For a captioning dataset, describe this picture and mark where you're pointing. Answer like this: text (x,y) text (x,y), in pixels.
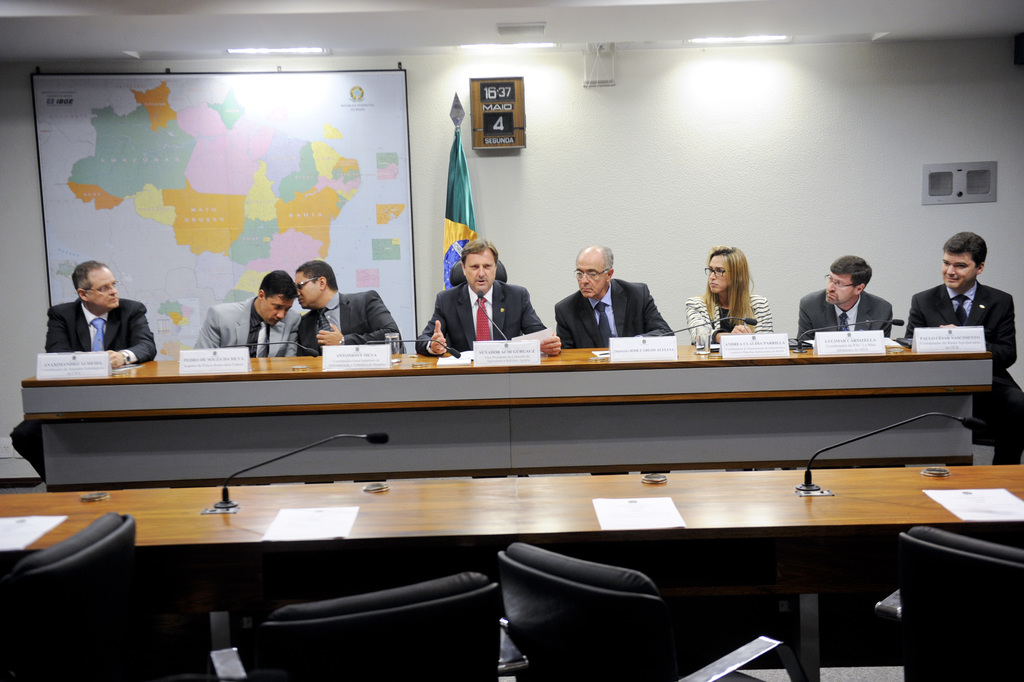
It is a closed room (696,256) where eight people (532,322) are sitting on the chairs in front of the table (600,390) and on the table (130,379) there are name boards (735,343), glasses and mics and behind them there is a flag (446,245) and wall (502,184) with a map of Brazil (357,87) and a calendar box (524,109) on the wall (632,181) and in front of them there is an empty table (953,477) and chairs (562,661).
